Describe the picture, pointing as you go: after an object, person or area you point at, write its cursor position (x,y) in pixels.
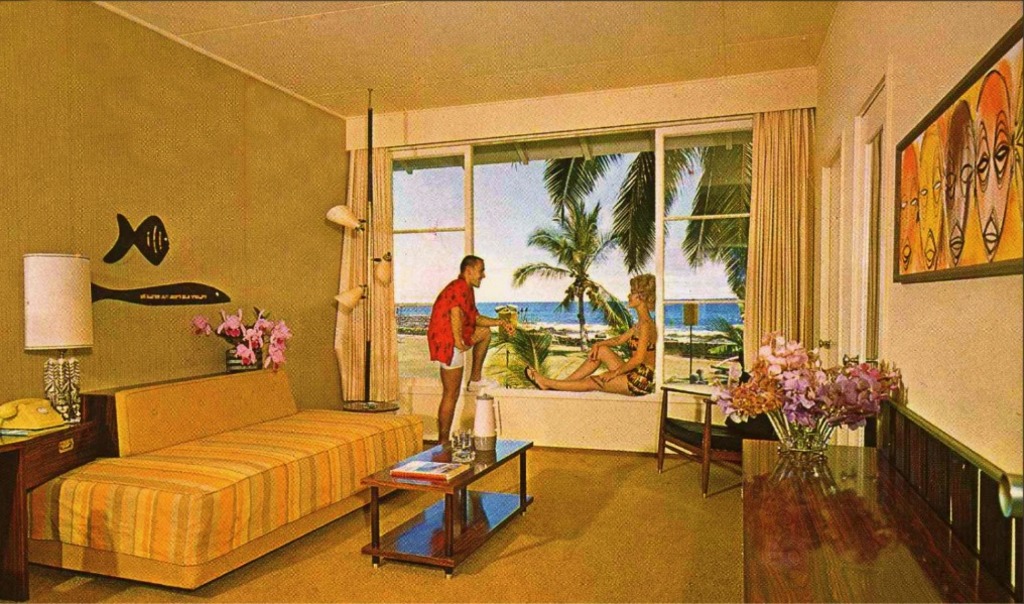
This picture seems to be an edited image. On the left (244,405) we can see a couch (217,455) and we can see the flower vases (237,361) and there are some objects (414,465) placed on the top of the tables (417,518) and we can see the lamp (59,299). In the background (66,152) we can see the wall (240,158), some pictures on the wall (172,263) and on the right (1004,67) we can see a picture frame (922,151) hanging on the wall (943,288) and we can see the door (875,298), curtain (752,267), windows (699,270) and we can see a person (654,351) sitting and we can see another person (456,330) holding some object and seems to be standing. In the background (514,223) we can see the sky (523,214), trees (572,249), water body (582,305) and many other objects (509,365).
